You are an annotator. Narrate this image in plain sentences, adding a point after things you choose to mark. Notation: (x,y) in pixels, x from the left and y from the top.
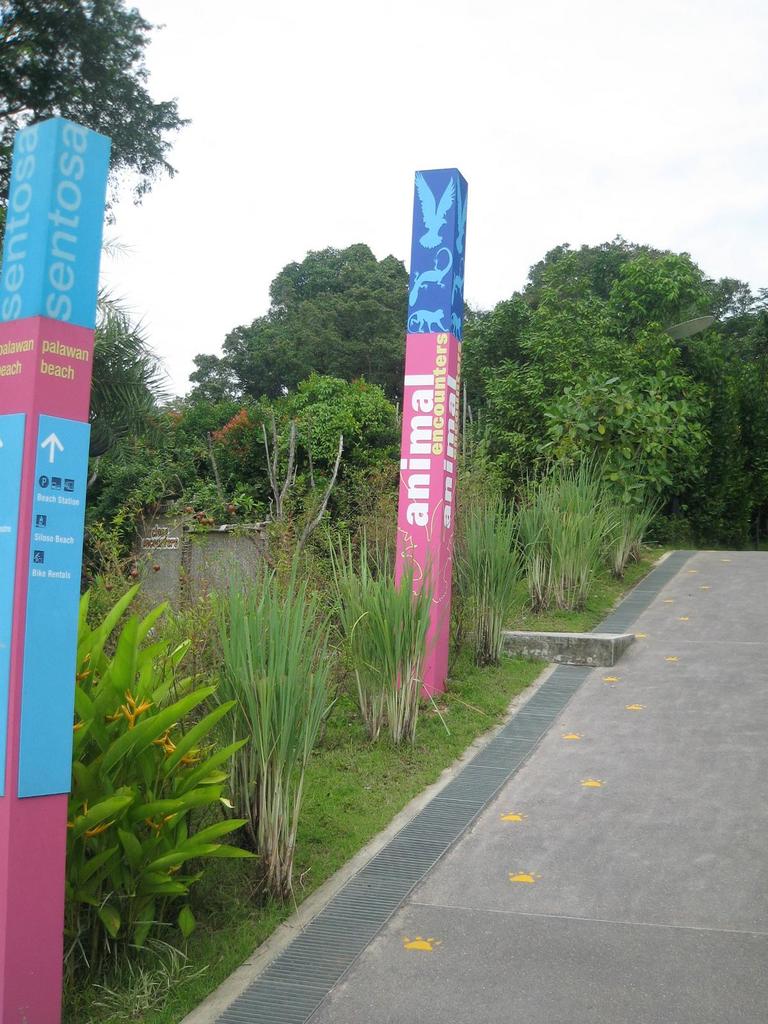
In this image we can see a road (451,902). On the left side (203,679) we can see some plants (186,794), grass (333,805), poles (61,591), trees (102,473), dish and the sky (384,128).
